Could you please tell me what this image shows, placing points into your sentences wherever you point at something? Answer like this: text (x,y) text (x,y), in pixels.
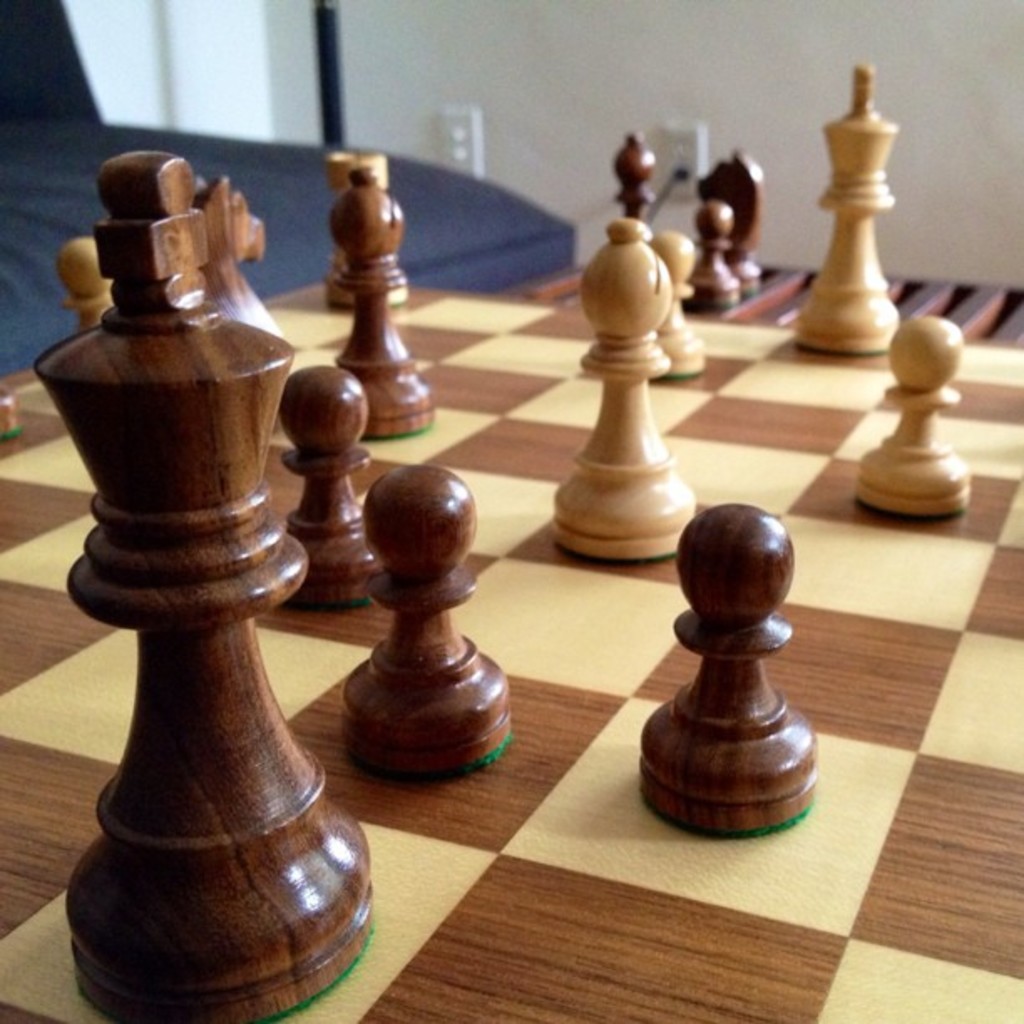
There is a chess board (584,829) and chess coins (709,737) are kept on the board (406,837), the board (440,803) is of cream and brown color.
